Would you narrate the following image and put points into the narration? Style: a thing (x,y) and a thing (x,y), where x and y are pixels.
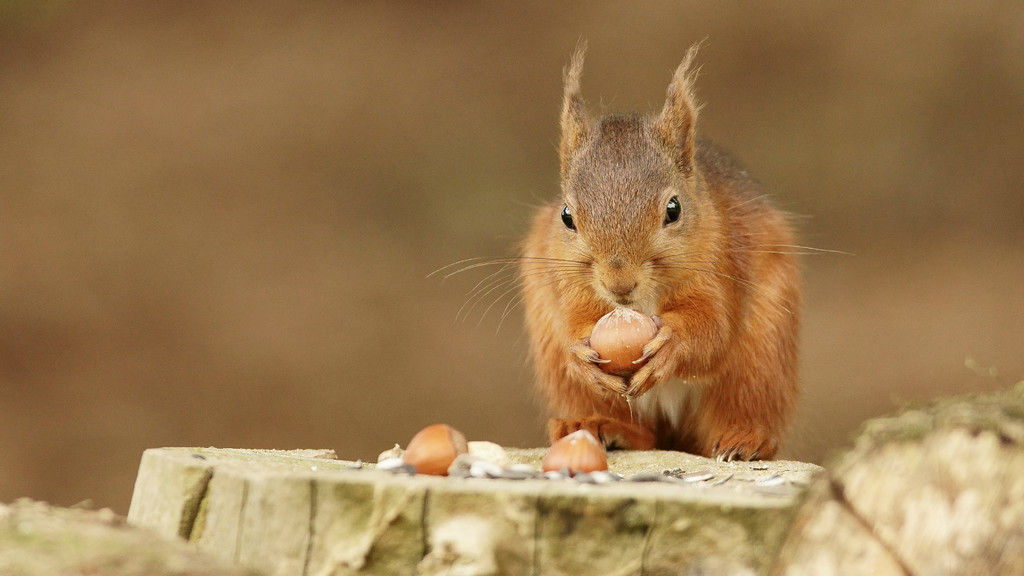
This picture seems to be clicked outside. In the foreground (515,530) we can see some objects (624,527) and we can see the food items (505,475). In the center (659,325) there is an animal (729,357) holding the food item (626,347) and standing. The background of the image (987,161) is blurry.
